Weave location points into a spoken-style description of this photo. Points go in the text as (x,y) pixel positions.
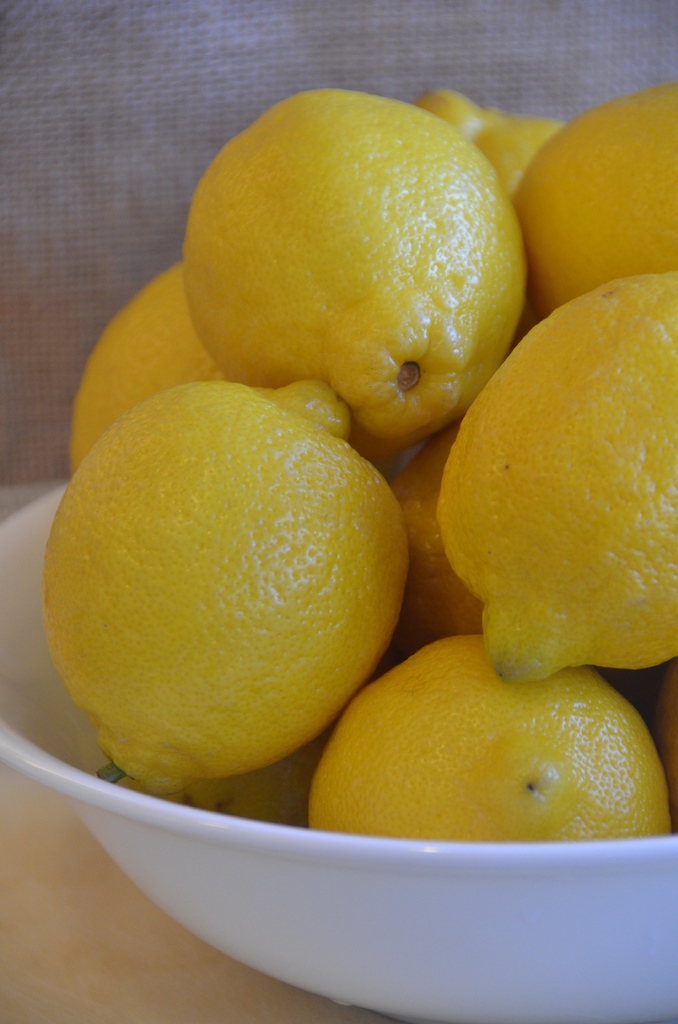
In this image I can see the cream colored surface (100,938) and on it I can see a white colored bowl (276,913). In the bowl (359,889) I can see few lemons (273,552) which are yellow in color. I can see the cream colored background (92,302).
